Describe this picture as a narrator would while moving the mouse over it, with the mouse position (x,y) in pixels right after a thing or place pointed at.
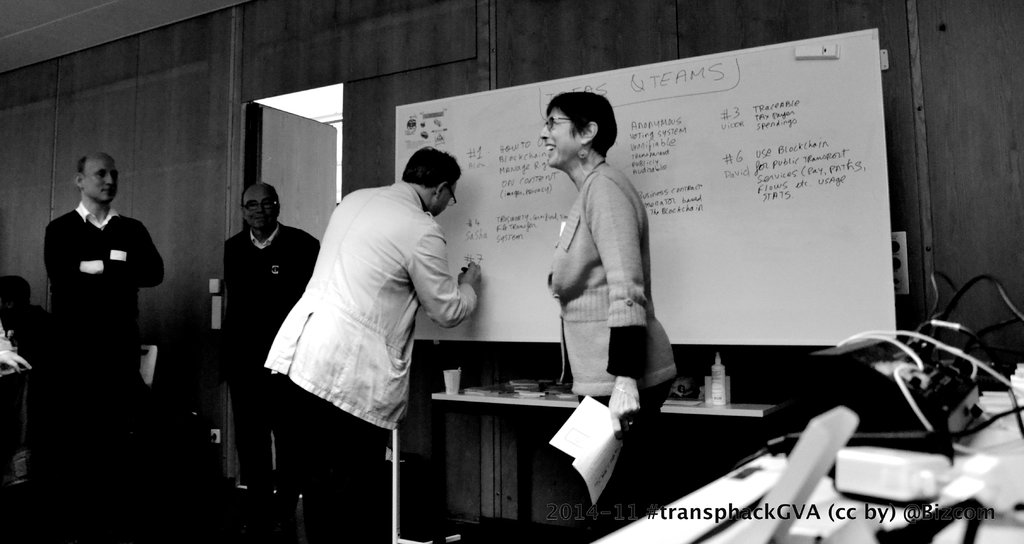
In this picture there is a person (277,350) standing and writing and there is a woman (597,345) standing and smiling and she is holding the paper (580,442). At the back (22,474) there is a person (31,335) sitting and there are two persons (277,262) standing. On the right side of the image (802,477) there are devices (844,361) and wires (868,335) on the table (856,539). At the back (618,134) there is text (773,117) on the board (777,273) and there is glass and bottle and objects (483,383) on the table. On the left side of the image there is a door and there are chairs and there is a switch board (216,440) and there are objects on the wall (175,188). At the bottom right (740,509) there is text (709,515).
